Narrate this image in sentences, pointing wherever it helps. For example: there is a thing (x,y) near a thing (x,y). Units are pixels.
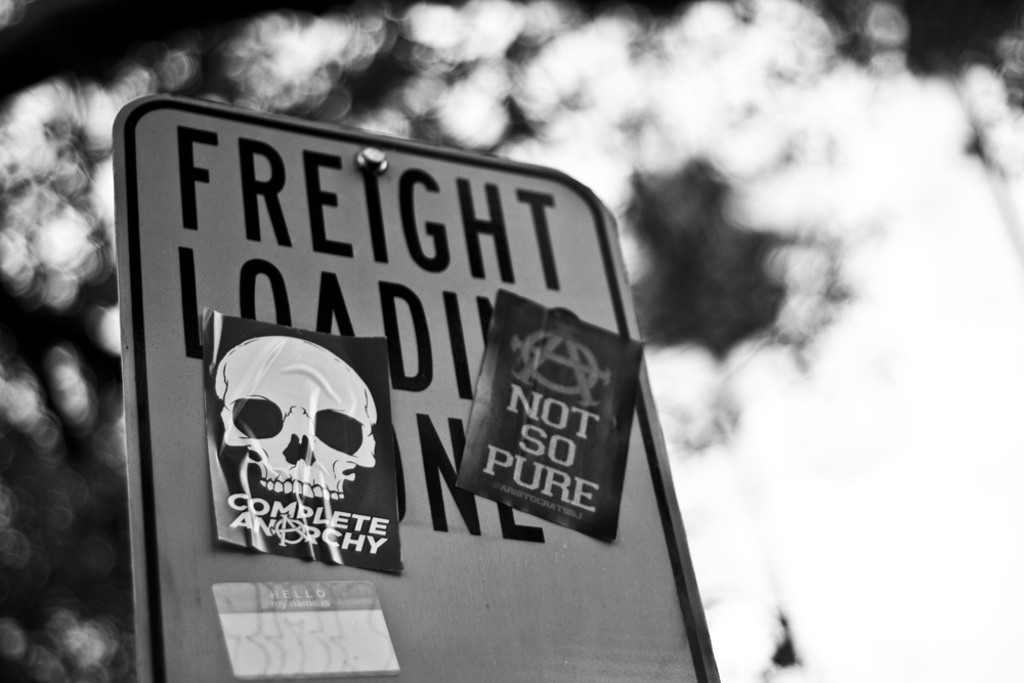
In this image I can see a board (408,194), on the board (524,560) I can see few papers (616,505) attached to it and the image is in black and white.
